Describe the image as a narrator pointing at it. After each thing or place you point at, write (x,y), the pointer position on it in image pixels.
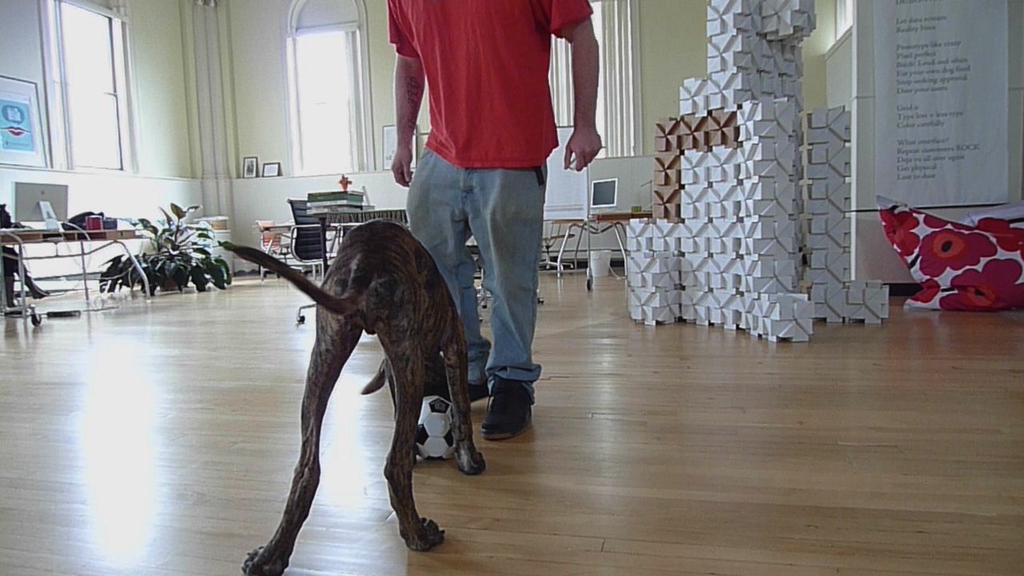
In this image there is a man (494,368) and a dog (466,461) playing with a ball (451,432) on a wooden floor (480,422), in the background (319,243) there are tables (393,217), chairs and building blocks (770,266) and there are walls (246,58), for that walls (174,40) there are doors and windows (334,95).
